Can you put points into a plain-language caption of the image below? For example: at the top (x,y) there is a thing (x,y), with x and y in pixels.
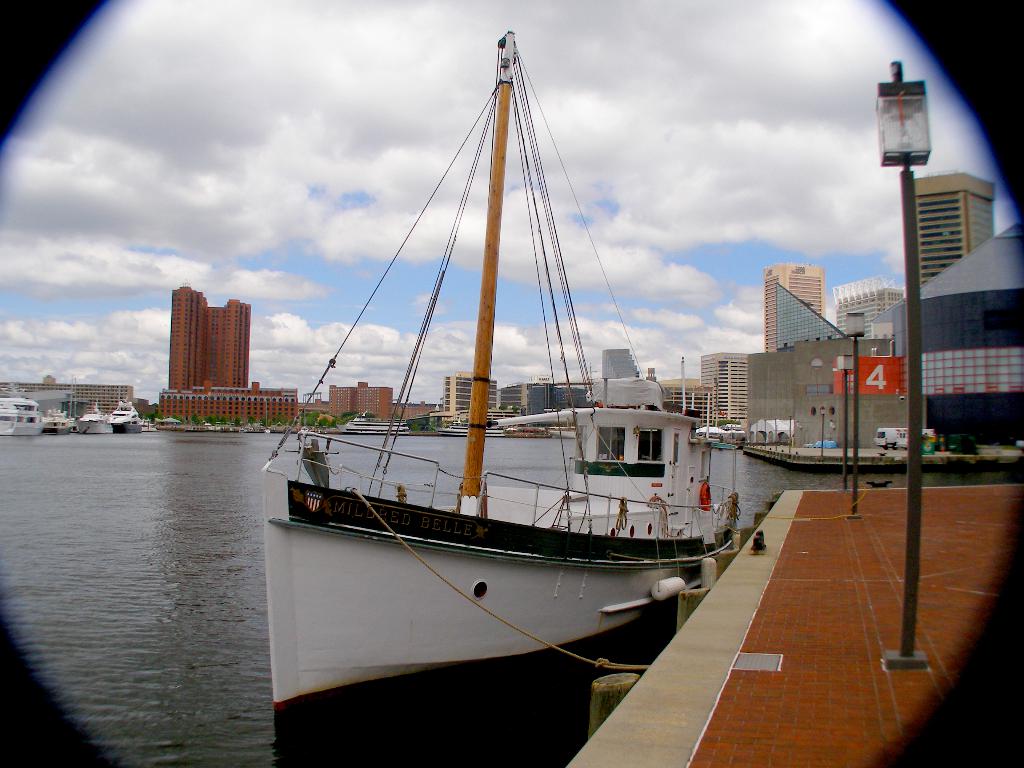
The image is taken from some round surface (956,68), there is a river (145,528) and there are a lot of boats (59,425) kept around the river (438,451) and there are plenty of buildings (782,326) behind the river (722,473) and there is a platform (664,730), on the platform (877,521) there are three pole lights (847,379) on the right side (917,319).
